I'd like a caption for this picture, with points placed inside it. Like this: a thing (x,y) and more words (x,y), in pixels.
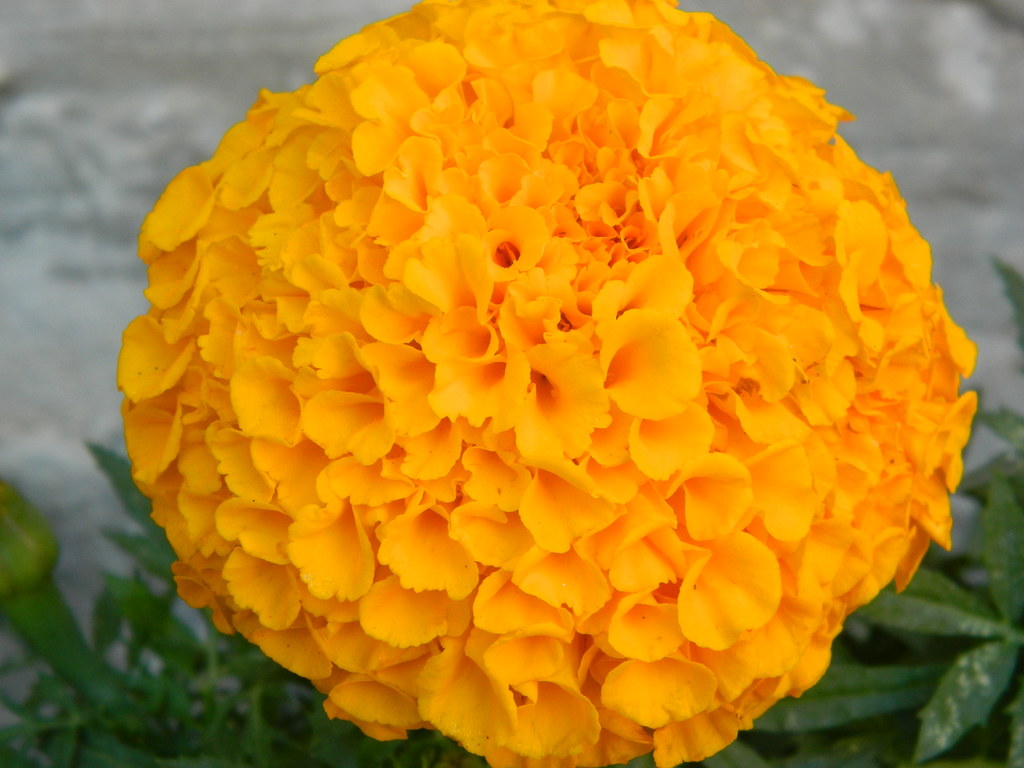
This picture contains a flower (327,510) which is in yellow color. At the bottom of the picture (154,706), we see plants (911,717) and in the background (42,174), it is grey in color and it is blurred.
